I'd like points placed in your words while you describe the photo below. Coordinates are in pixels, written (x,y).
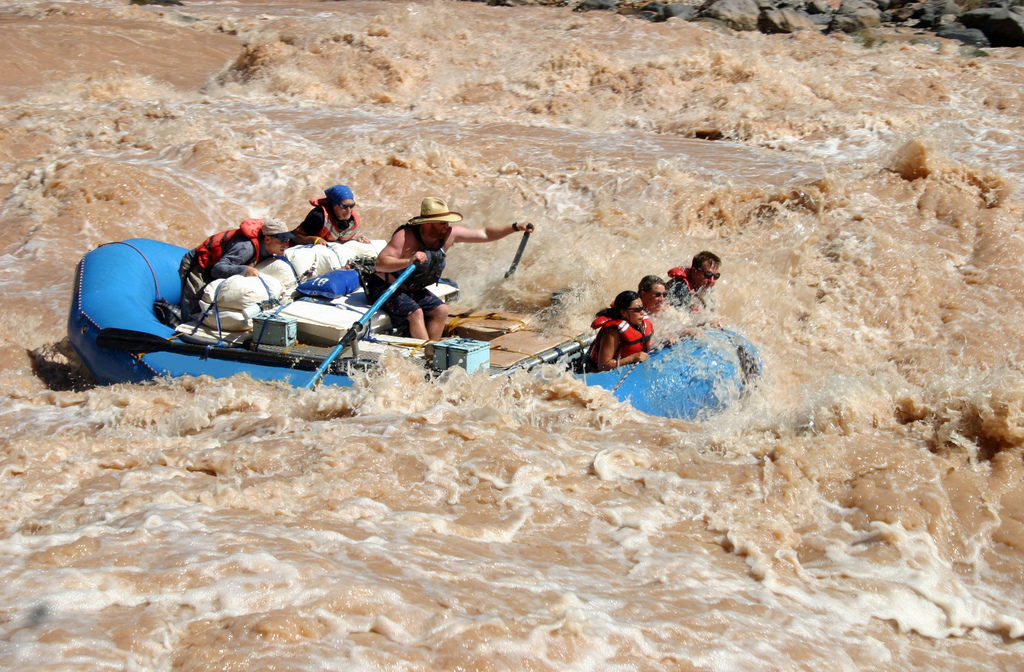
This picture shows river rafting by six people (215,244) on the raft (177,260).
